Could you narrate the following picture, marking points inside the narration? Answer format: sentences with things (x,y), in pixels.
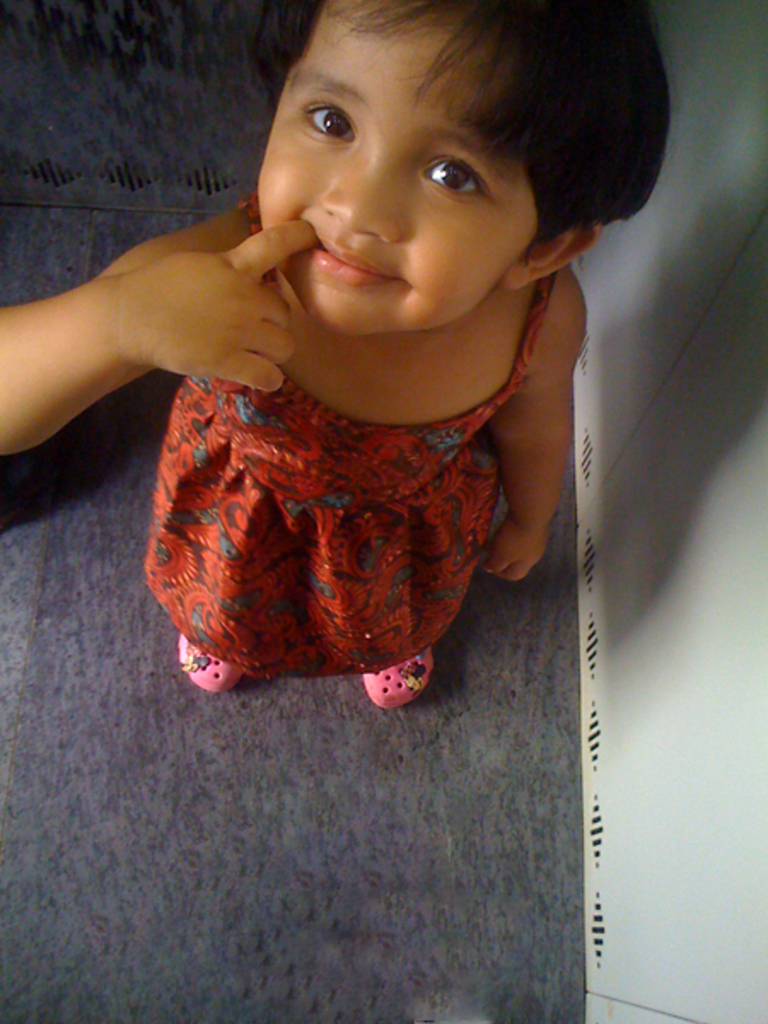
In this image we can see one girl (280,579) with pink shoes (384,691) standing near to the white object (680,515) looks like a wall (714,518) and carpet (76,541) on the floor (68,671).
